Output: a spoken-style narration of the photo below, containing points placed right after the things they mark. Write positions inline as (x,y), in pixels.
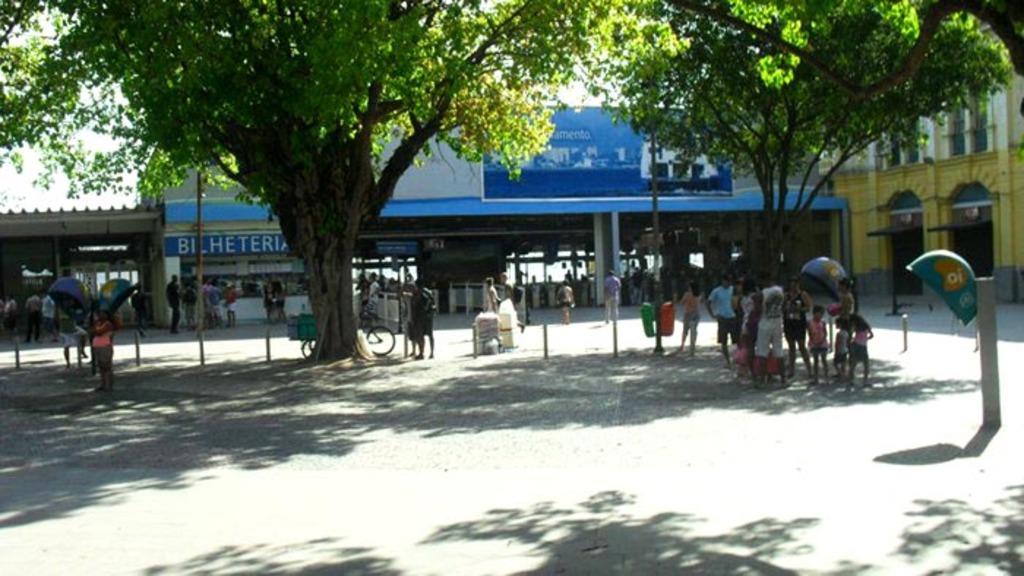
In this image I can see trees (756,124) and under the tree (830,136) I can see persons (606,311) standing on the road (359,441), in the middle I can see bicycles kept beside the tree (344,293) and I can see building (612,208) visible in the middle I can see a pole (999,404) visible on the right side (992,350).
